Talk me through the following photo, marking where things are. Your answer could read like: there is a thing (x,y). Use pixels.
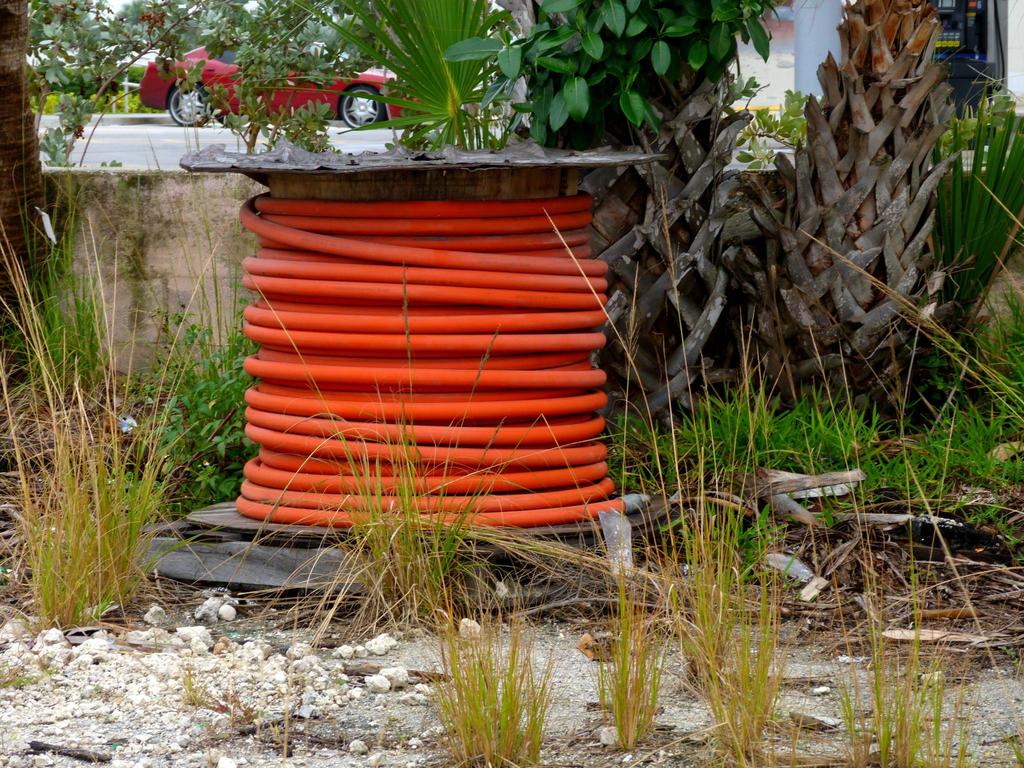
In the image in the center (401,511) we can see wall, plants (682,193), grass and black color object (364,191). Around the object (380,179), we can see orange color pipe (446,268). in the background (440,56) there is a red color car (223,77), road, plants (420,78), pole (807,22) etc.
